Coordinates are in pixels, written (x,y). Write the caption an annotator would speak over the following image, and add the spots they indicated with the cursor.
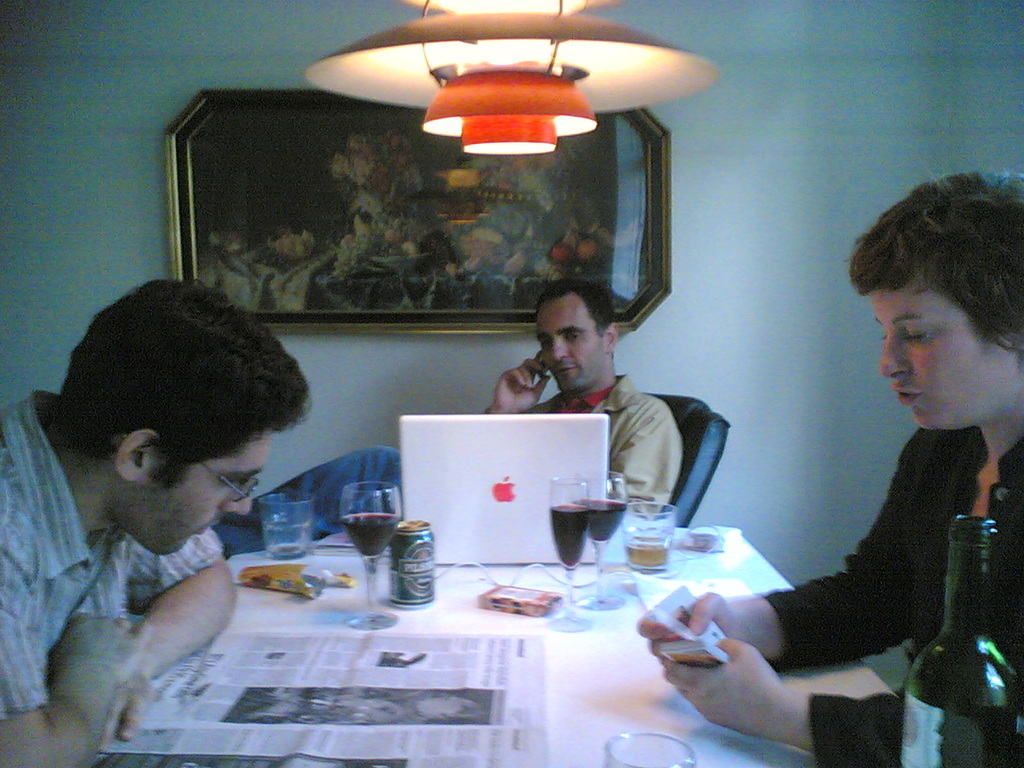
As we can see in the image there is a frame (579,210), wall (786,259), light (489,62), three people (630,423) sitting on chairs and a table (442,607). On table (441,700) there is a laptop (531,495) and glasses (555,509).
